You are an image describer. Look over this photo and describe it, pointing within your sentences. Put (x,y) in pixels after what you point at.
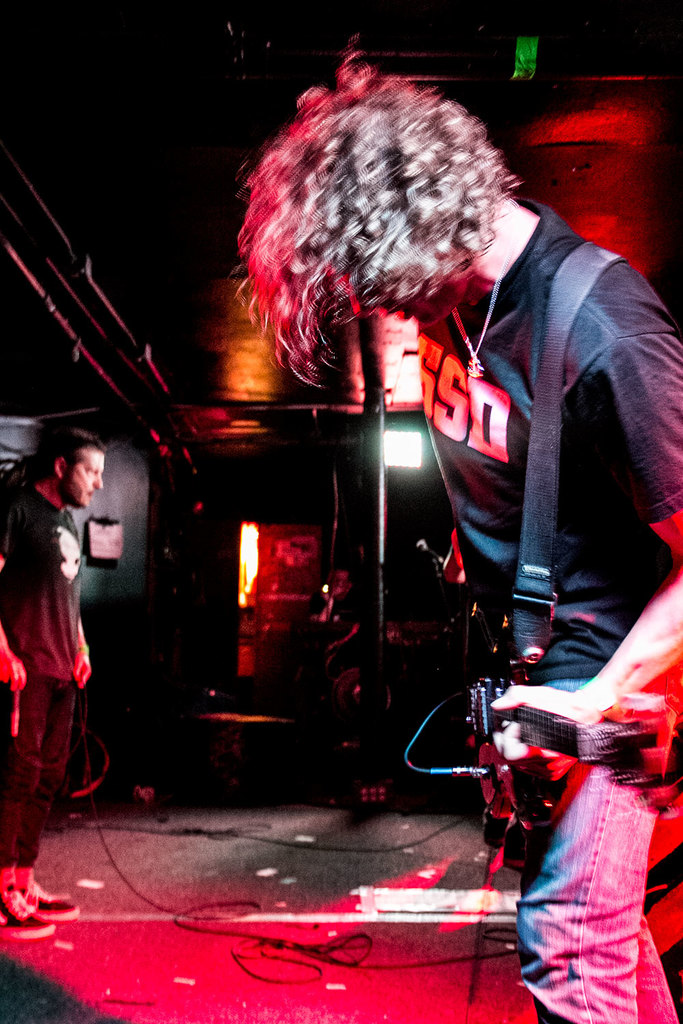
In this image there is a person (663,1011) standing on the right side (662,1021) and he is holding a guitar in his hand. There is a person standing on the left side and he is having a look at someone (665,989).
